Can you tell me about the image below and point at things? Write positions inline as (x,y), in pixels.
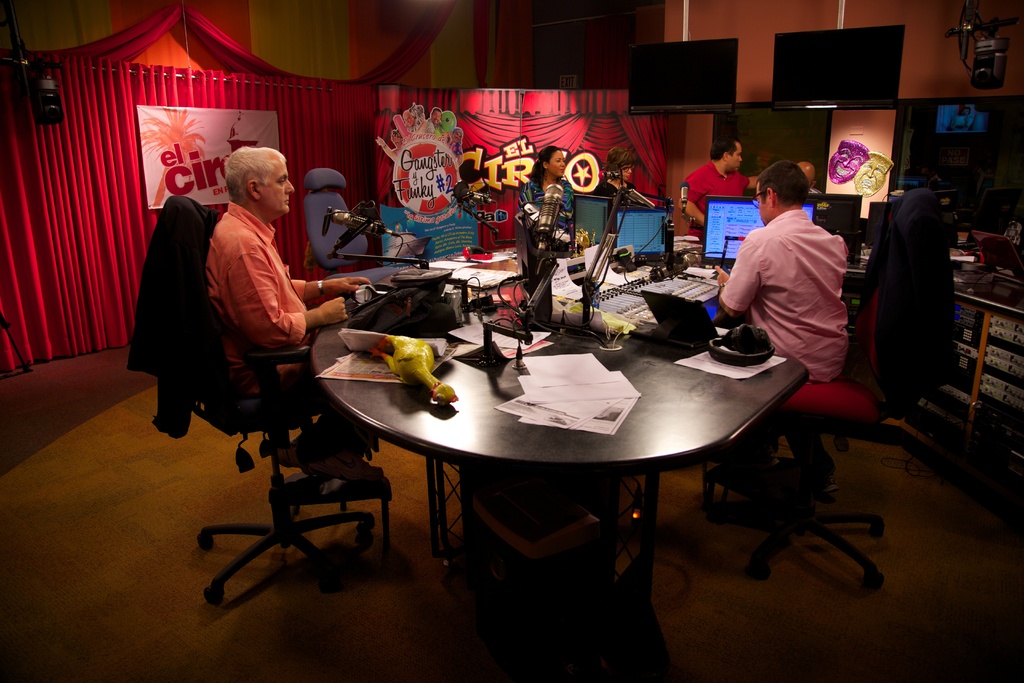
in this image i can see a table (515,425) on which there are many papers (569,381). on the left (259,288) and right side of the table (486,419) there are people (778,273) sitting. behind them there are curtains (348,162).
